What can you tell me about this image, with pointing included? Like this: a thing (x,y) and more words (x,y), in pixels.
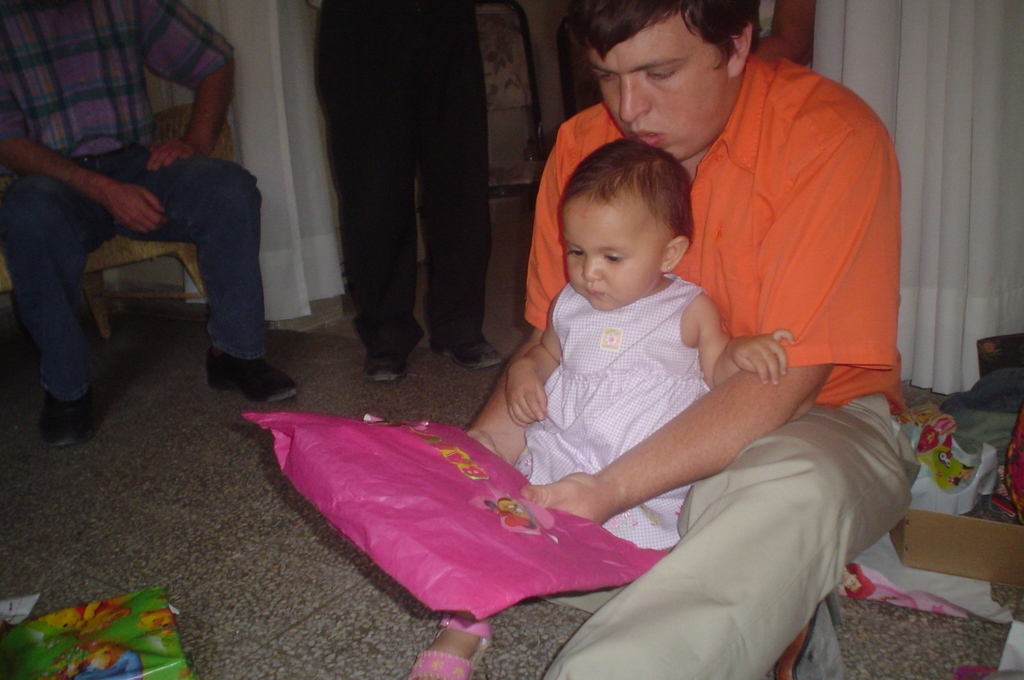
In this image we can see a man (787,313) and a child (626,538) sitting on the floor (394,584) and holding a polythene carton (519,531) in their hands (542,491). In the background (206,264) we can see a man (237,266) sitting on the chair (180,256), a man (389,247) standing on the floor (423,361), curtains (253,163), floor (170,500) and some polythene cartons (80,634) placed on the floor (279,630).
